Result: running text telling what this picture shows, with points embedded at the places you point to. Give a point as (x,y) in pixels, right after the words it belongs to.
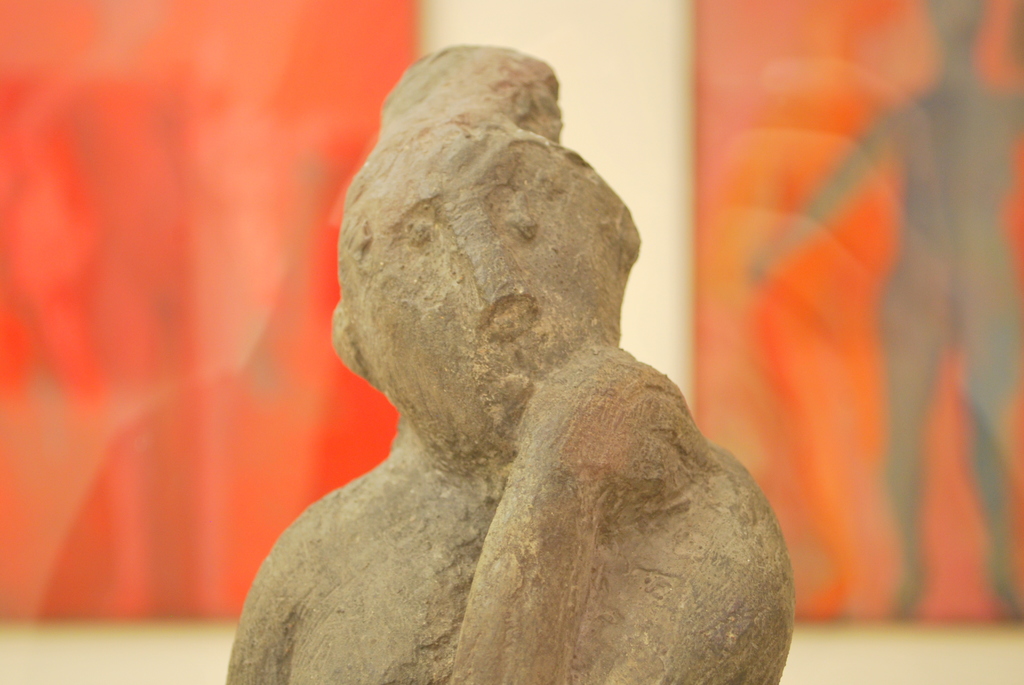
In this image, I can see the sculpture (523,502). These are the boards (732,129), which are attached to the wall (675,125).
